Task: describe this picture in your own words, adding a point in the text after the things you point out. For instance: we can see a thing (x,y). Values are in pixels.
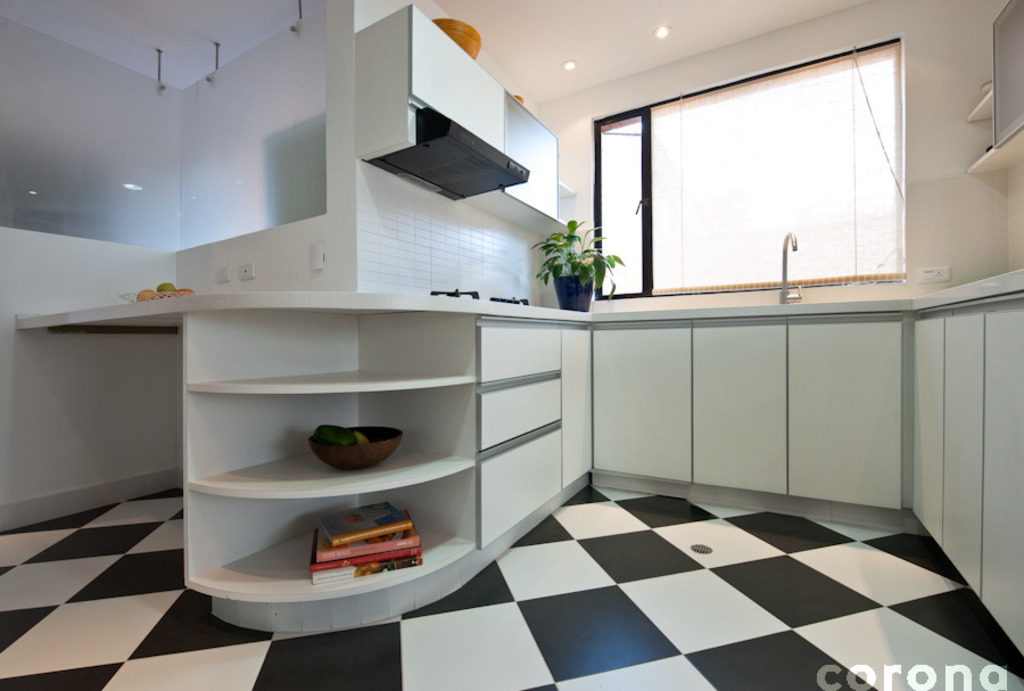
In this image there is a modular kitchen (444,209). There is a stove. There is a chimney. There are books (383,569). There is a glass window (625,246). There is marble floor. There are cupboards (578,352).
